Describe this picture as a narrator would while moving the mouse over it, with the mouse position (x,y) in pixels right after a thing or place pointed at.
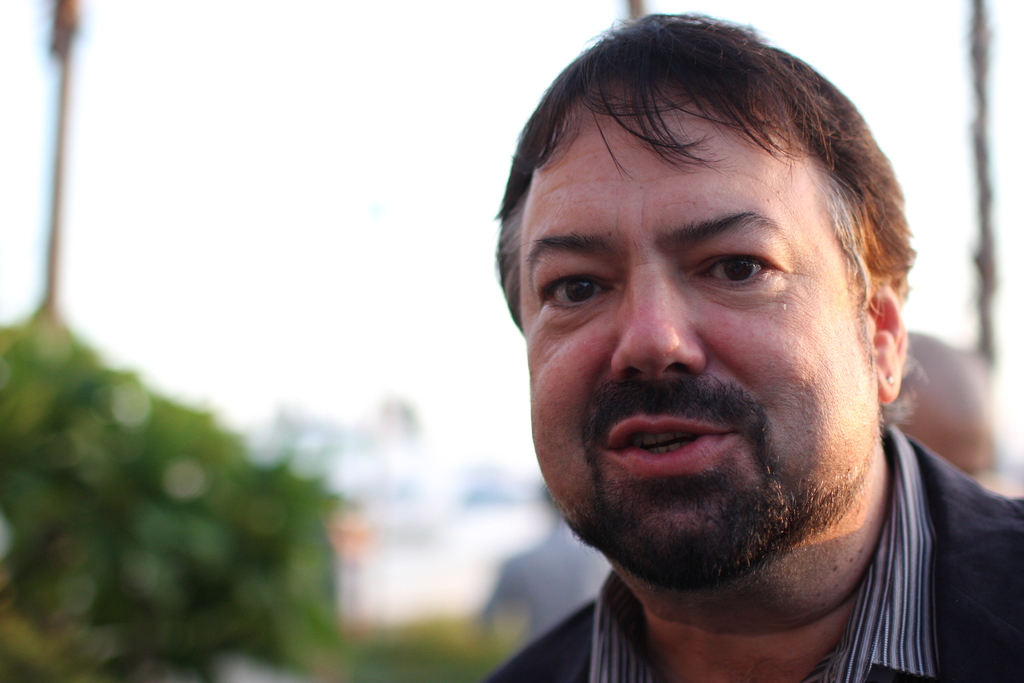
In the image we can see a man (706,540) wearing clothes (938,558), here we can see plants (132,505), sky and the background (131,476) is blurred.
